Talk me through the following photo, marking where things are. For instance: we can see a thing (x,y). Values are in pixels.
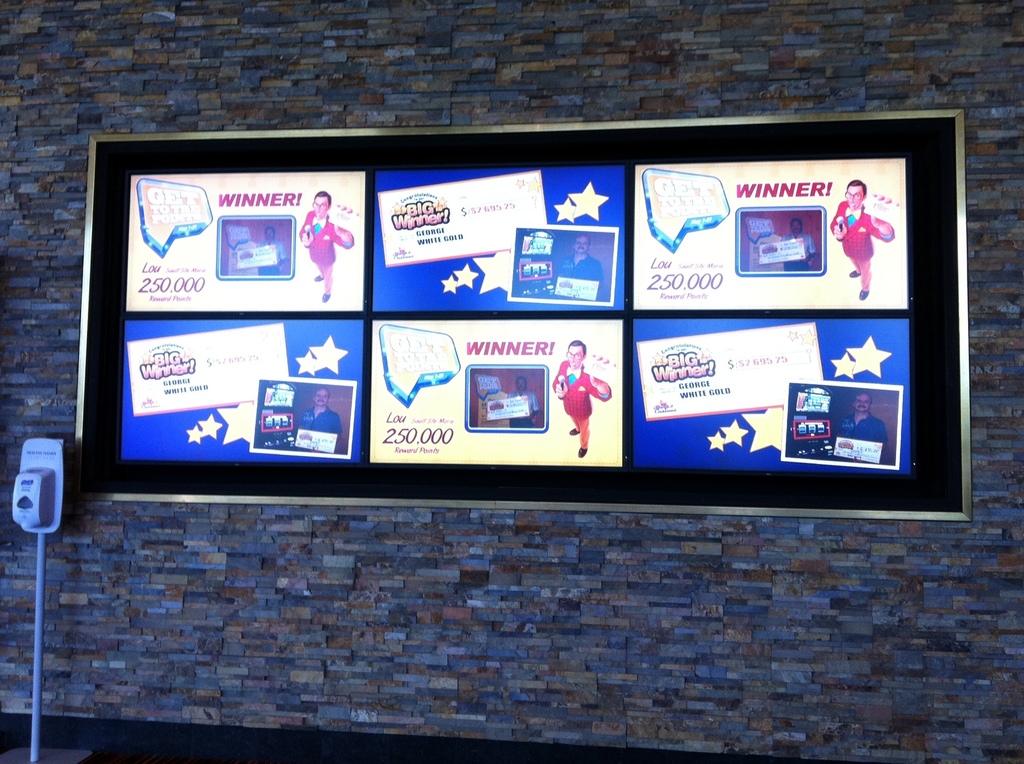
In this image we can see a few lottery winners posters (292,325) on the notice board (282,216) on the wall (89,582).
